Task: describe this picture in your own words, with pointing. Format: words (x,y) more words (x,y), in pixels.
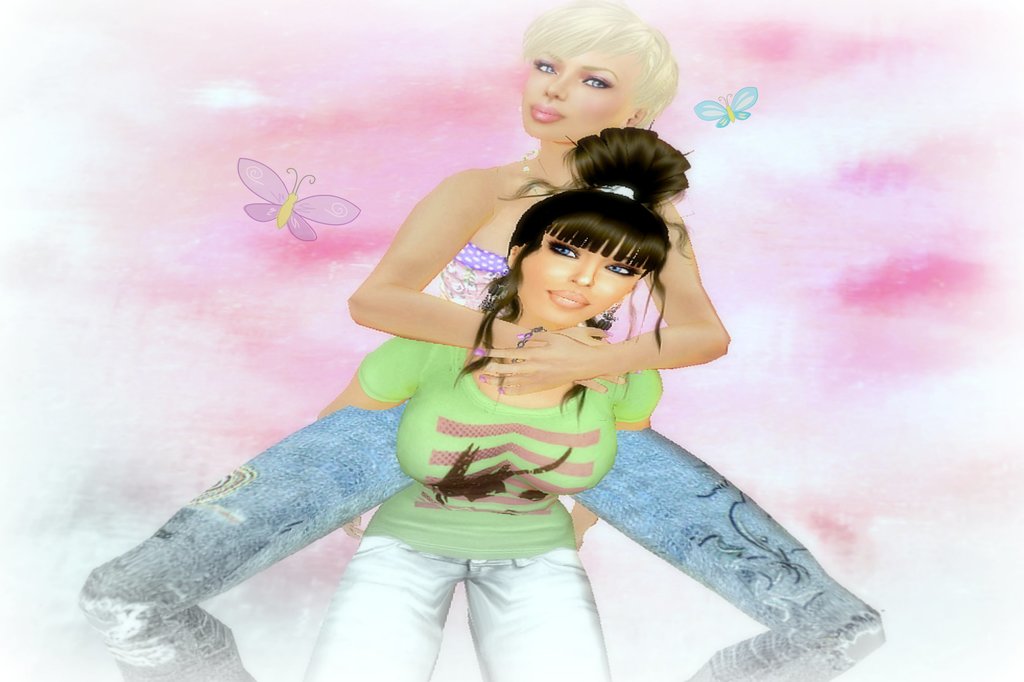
In this image I can see the digital art (324,457). I can see two people (532,383) with different color dresses (504,515). And I can see the white and pink color background (882,314) and there are some butterflies (331,214) can be seen.
